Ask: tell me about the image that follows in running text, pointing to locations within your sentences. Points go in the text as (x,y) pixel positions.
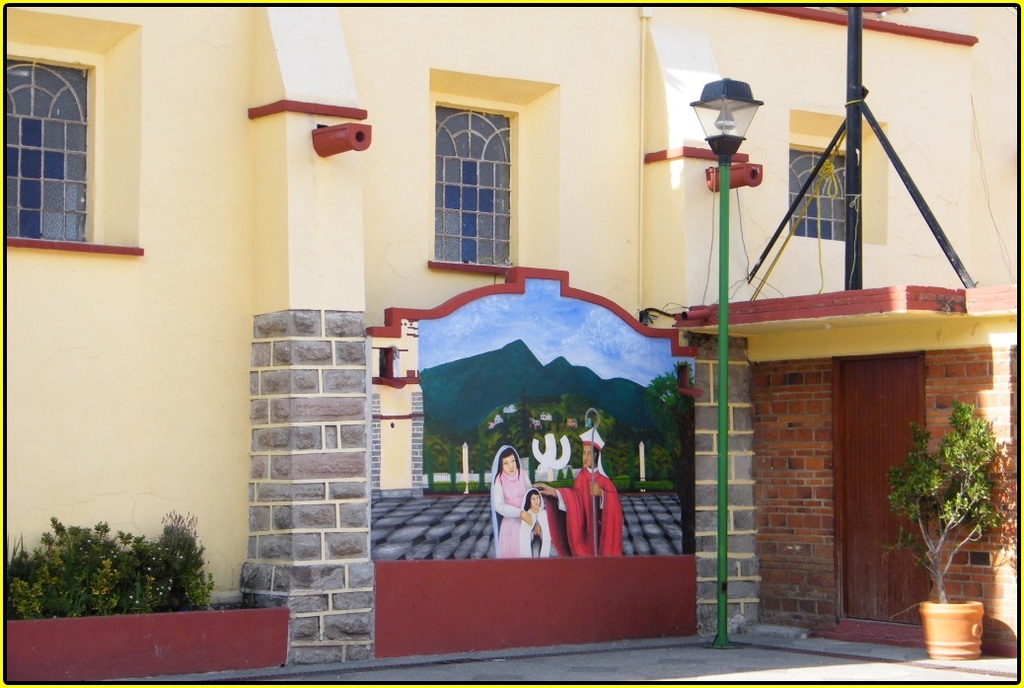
In the picture there is a building (301,312) and there is a painting (492,454) in front of the building (657,113), on the right side (718,92) there is a pole light (715,108), beside that there is a door (886,410) and in front of the door (916,612) there is a plant (944,571).
